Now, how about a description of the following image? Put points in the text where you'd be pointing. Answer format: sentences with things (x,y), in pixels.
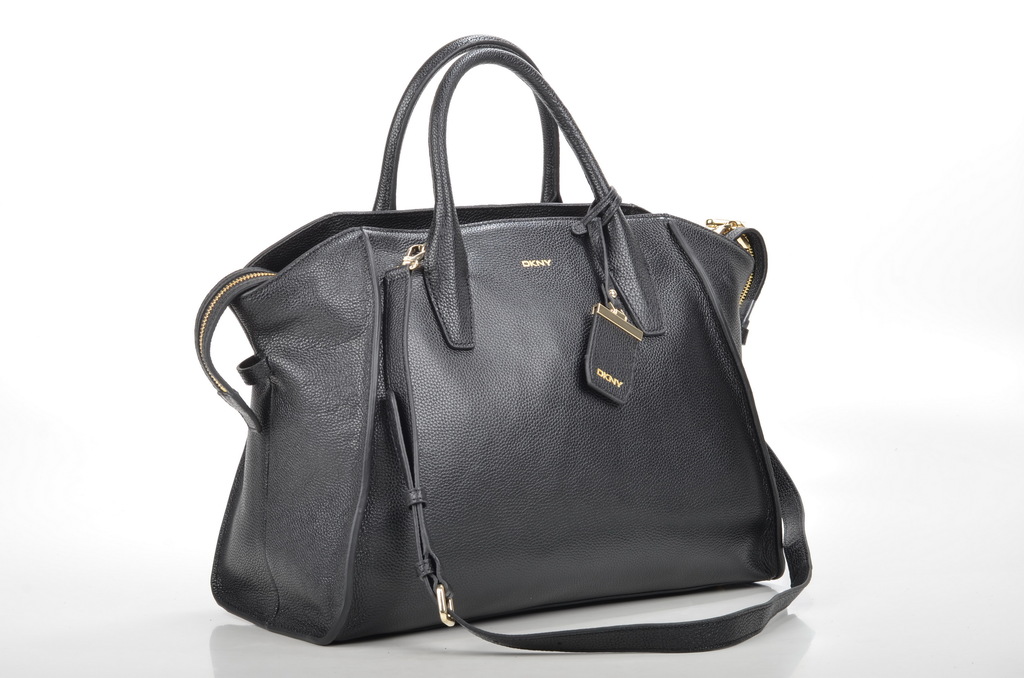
There is a black bag (461,324) in the photo. It has a black strap (464,618). On the bag (554,343) it is written DKNY.
